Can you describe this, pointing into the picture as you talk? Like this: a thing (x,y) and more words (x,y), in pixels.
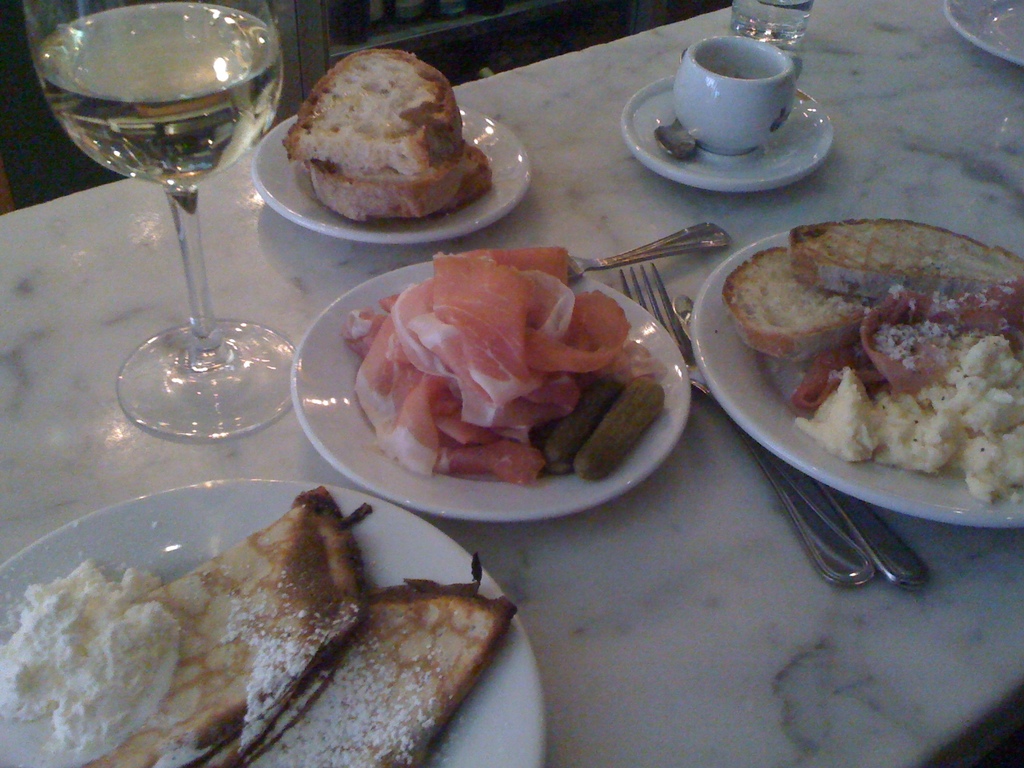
In the picture there is a table (96,504), on the table (694,39) there are four plates (416,229) with the food items (334,172) present, there are glasses (136,115) with the liquid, there are cups (718,105), there are spoons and a fork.
